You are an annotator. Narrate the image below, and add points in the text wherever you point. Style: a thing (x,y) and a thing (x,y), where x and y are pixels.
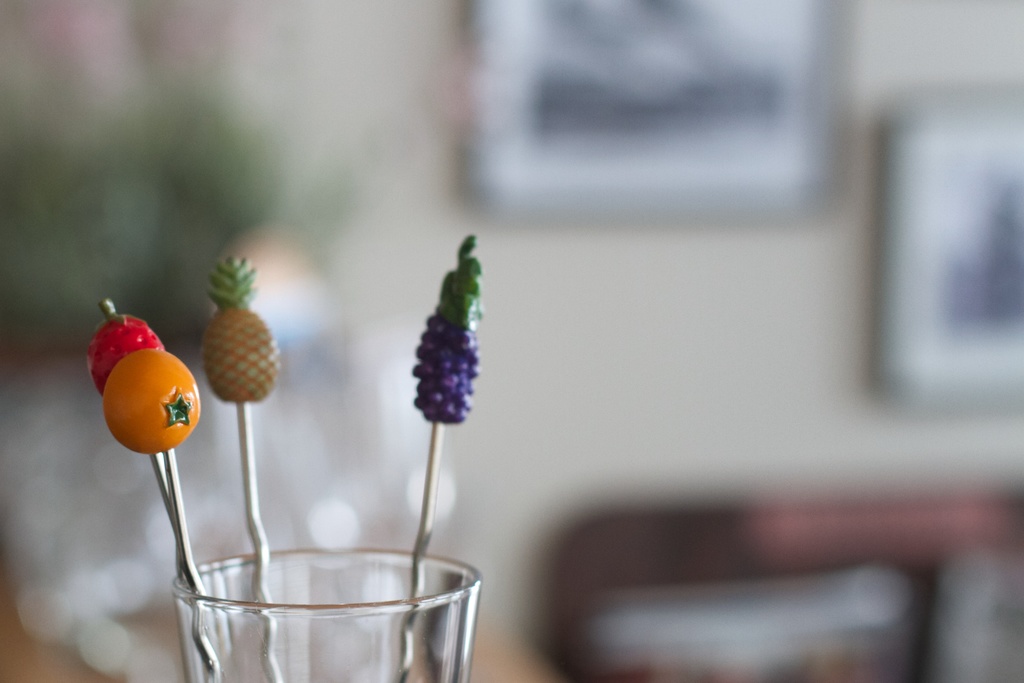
In this image in front (442,596) there is a glass (308,565) and there are few objects (476,348) in it. On the backside (685,352) there is a wall (700,253) with the photo frames (999,287) on it.
